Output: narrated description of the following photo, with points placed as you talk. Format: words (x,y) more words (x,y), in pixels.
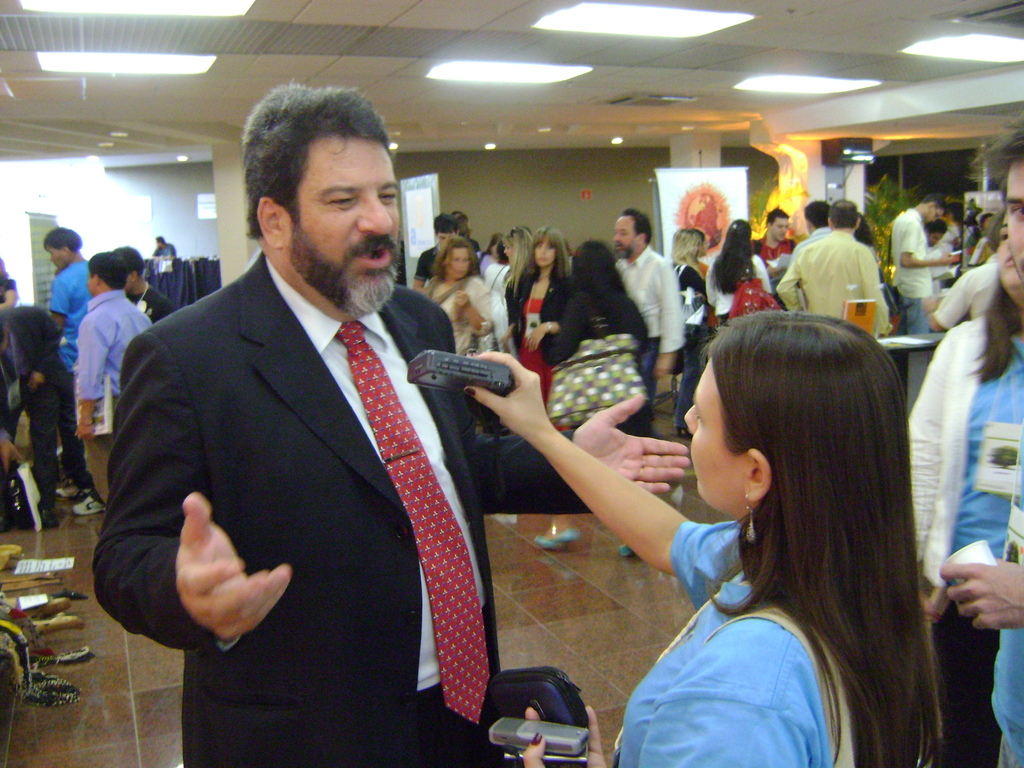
On the left side (268,490), there is a person (391,631) in a suit (371,624) standing and speaking. On the right side (773,663), there is a woman (788,705) holding a device (506,368) and standing. Behind her, there are two persons (996,626). In the background (944,160), there are other persons (93,438), a plant (876,207), pillars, a wall (765,197), a screen (716,182) and other objects (973,209).
